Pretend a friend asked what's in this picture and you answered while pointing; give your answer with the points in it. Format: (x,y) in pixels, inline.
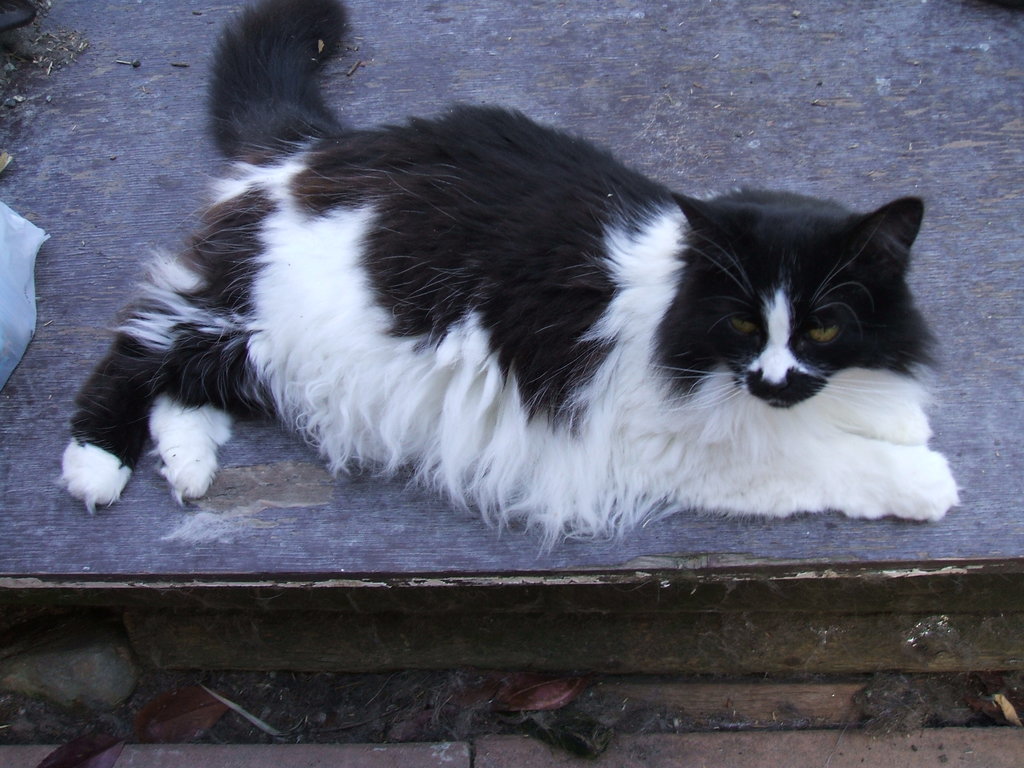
In this image we can see a cat (562,476) on the wooden surface (335,499).
